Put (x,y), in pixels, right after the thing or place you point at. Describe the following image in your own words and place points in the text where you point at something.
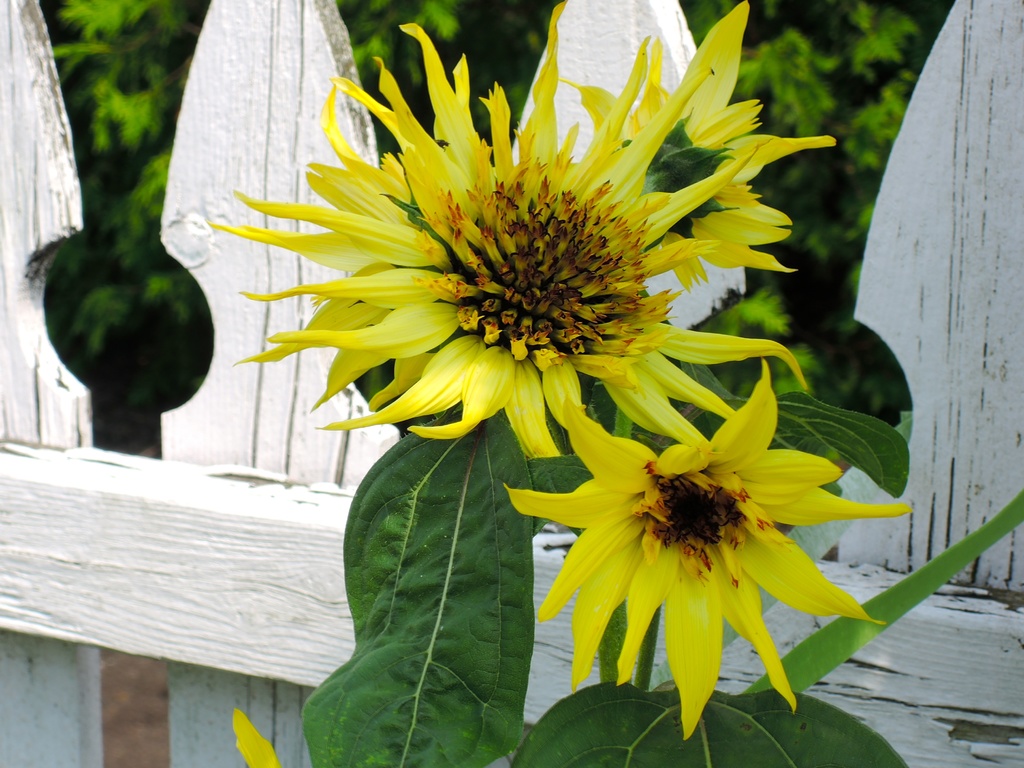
In the center of the image (459,470) we can see the flowers (596,321) and leaves (381,735). In the background of the image (730,377) we can see the fencing (273,479) and trees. In the bottom left corner (138,701) we can see the ground (138,715).
